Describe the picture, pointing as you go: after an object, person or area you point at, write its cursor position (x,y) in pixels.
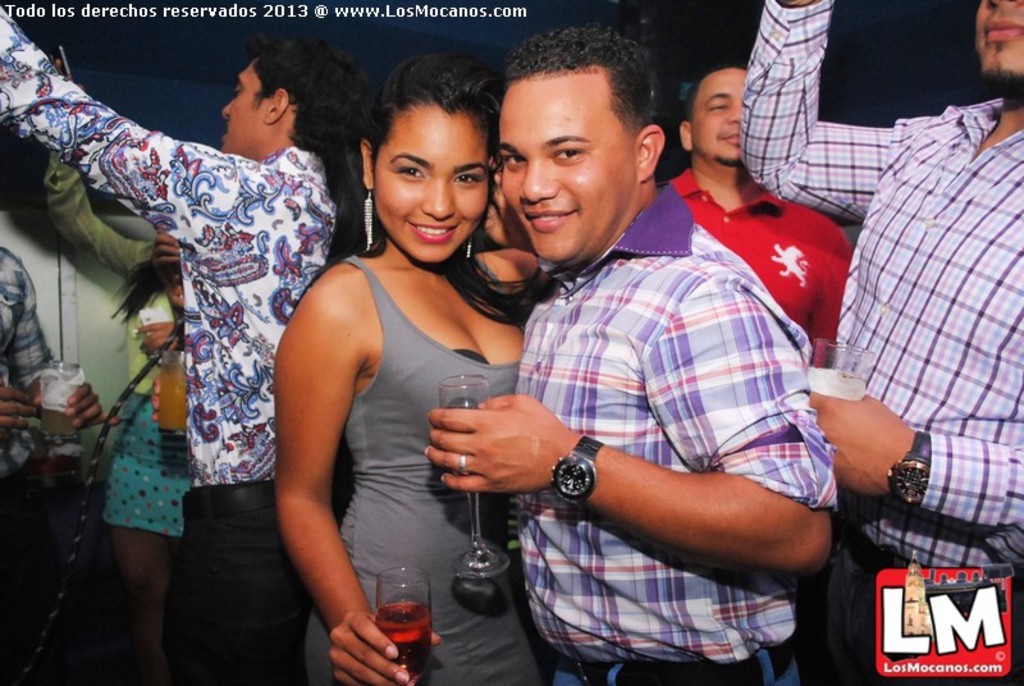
In this image, In the middle (503,307) there is a boy (712,348) and a girl (363,645) and they are holding the glasses (394,641) in their hands (479,478), In the right side (930,520) there are a man (998,410) standing and he is holding a glass (858,378), In the background (202,245) there are some people (166,263) standing.
